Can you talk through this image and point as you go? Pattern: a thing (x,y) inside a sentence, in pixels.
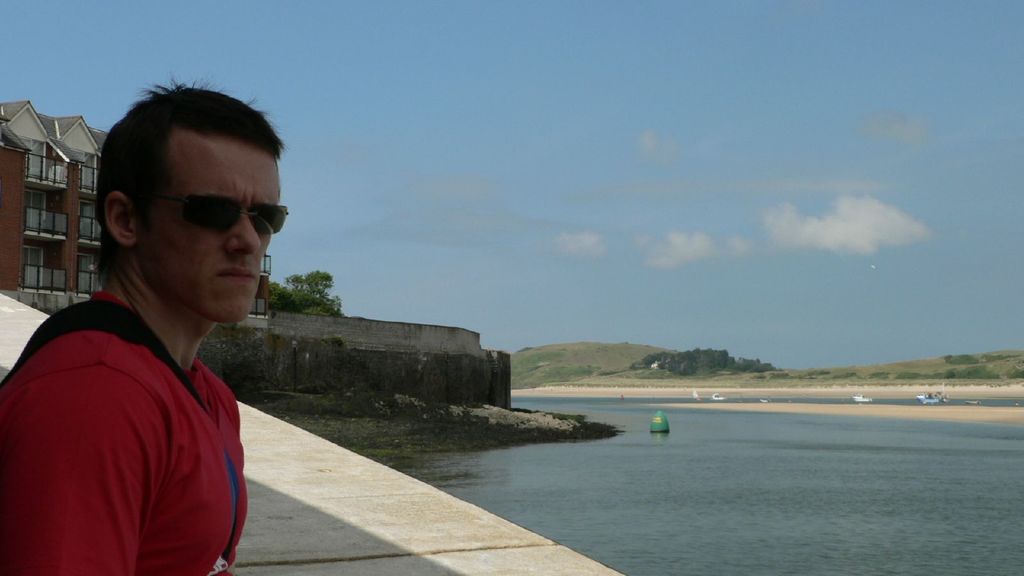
On the left side (172,267), there is a person (174,252) in red color t-shirt (116,451) wearing sunglasses (188,211), and standing near a wall (493,533). On the right side (962,510), there is a water (756,413) of a river (950,557) on which, there are boats (932,393). In the background (14,130), there are buildings (75,123) which are having glass windows (84,225) and roofs (16,114), there are trees (308,287), mountains (996,358) and there are clouds (867,242) in blue sky (413,109).
